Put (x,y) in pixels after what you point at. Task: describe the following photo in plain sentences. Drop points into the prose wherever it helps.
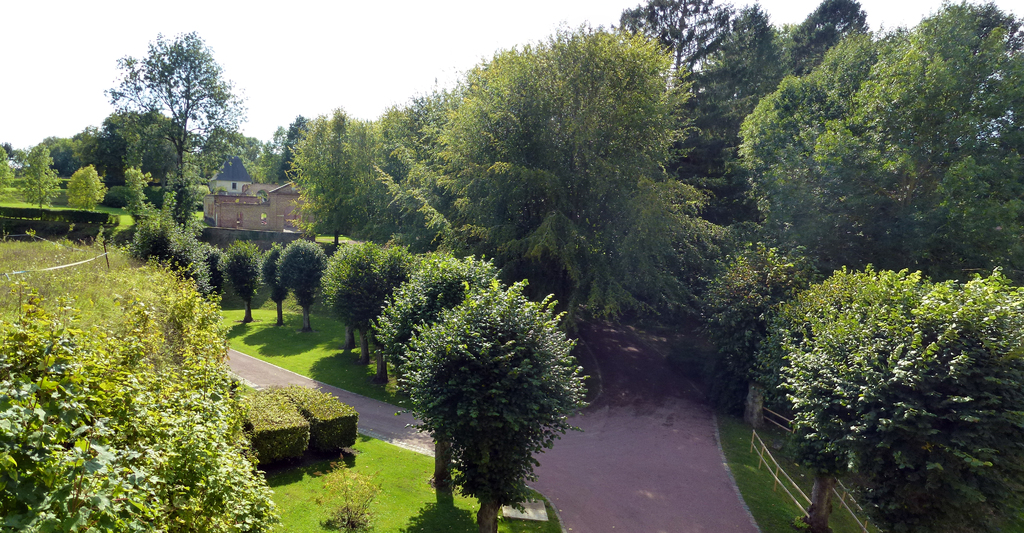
In this image we can see trees (1007,196), shrubs (366,491), grass (422,488), roads (678,482), fence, stone building (239,210) and the sky (303,73) in the background (262,64).
